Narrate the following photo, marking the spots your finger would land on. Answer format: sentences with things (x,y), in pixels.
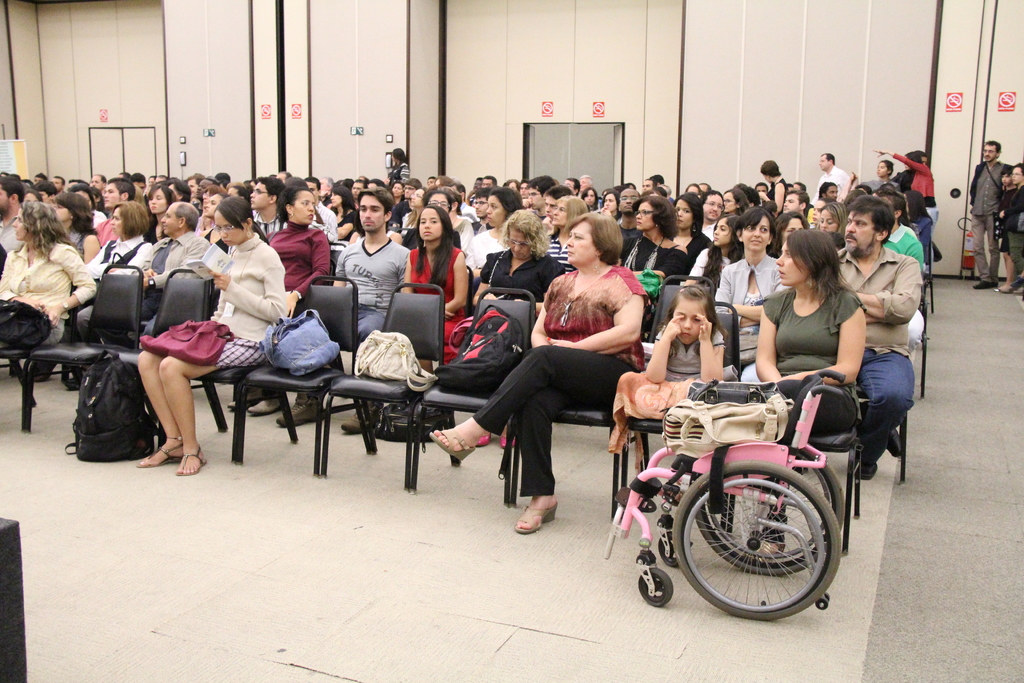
In the image we can see there are lot of people (556,213) who are sitting on chair (100,282).
